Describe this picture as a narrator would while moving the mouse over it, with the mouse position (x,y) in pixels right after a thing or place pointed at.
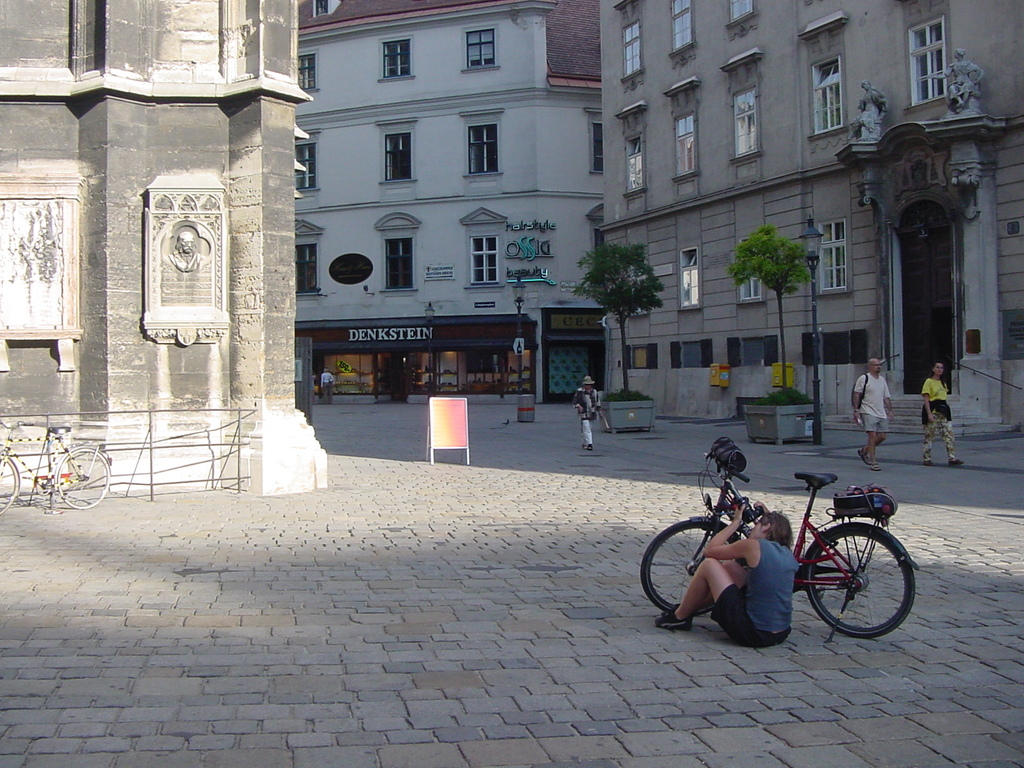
In this image, there is an outside view. In the foreground (784,565), there is a person (782,584) sitting on the ground (805,672) beside the bicycle (851,574). There are trees (635,291) in the middle of the image (595,287). There are sculptures (864,120) in the top right of the image (956,90). In the background (836,148), there are buildings (332,213).
